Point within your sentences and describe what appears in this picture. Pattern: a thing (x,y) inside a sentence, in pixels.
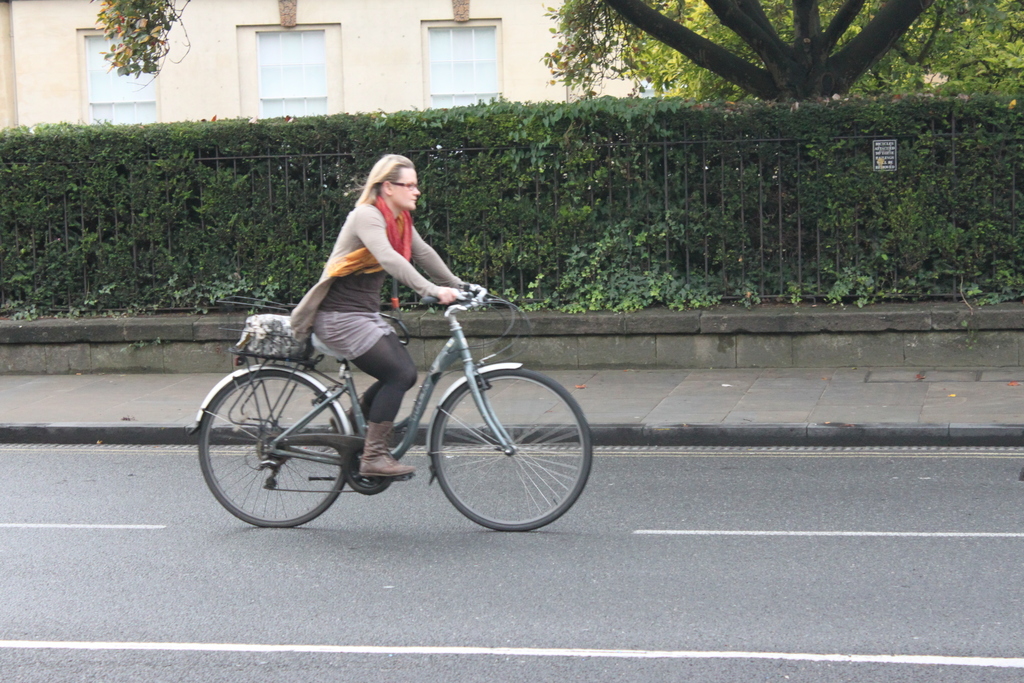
In this picture we can see woman (383,205) riding bicycle (242,375) and aside to this road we have foot path (147,376) and fence (891,137) and in background (531,11) we can see wall (363,54) with windows (472,56), tree (667,69), sticker (878,139) to fence (687,208).
